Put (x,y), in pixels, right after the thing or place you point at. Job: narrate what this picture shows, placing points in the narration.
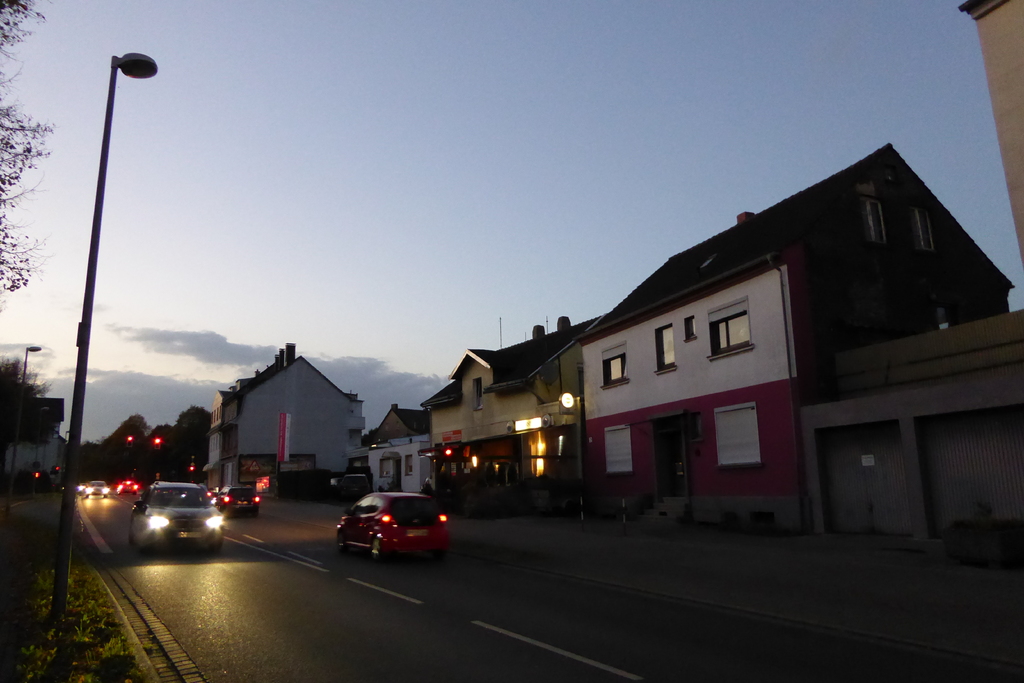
This image is taken outdoors. At the top of the image (208,187) there is the sky (203,176) with clouds (132,333). At the bottom of the image (258,631) there is a road (320,614). On the left side of the image (28,425) there are few trees (3,184) and there is a house (29,443). There is a pole (89,338) with a street light (112,67). In the background (183,430) there are a few trees (180,433). In the middle of the image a few cars (349,486) are moving on the road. There are a few houses (712,446) with walls (782,348), windows (730,320), doors (667,457) and roofs (810,238). There are a few lights (447,455).
